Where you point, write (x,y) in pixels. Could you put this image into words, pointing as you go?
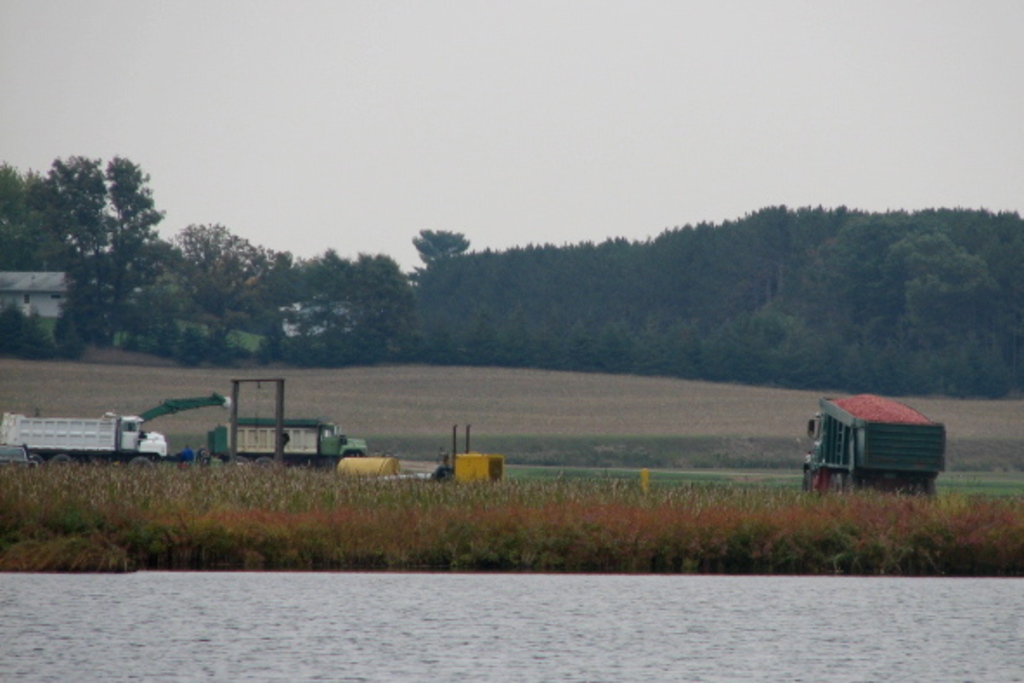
In this image I can see the water (433,619). I can see the grass (451,522). I can also see the vehicles (324,453). In the background (754,317), I can see the trees (779,331) and the sky (322,137).
